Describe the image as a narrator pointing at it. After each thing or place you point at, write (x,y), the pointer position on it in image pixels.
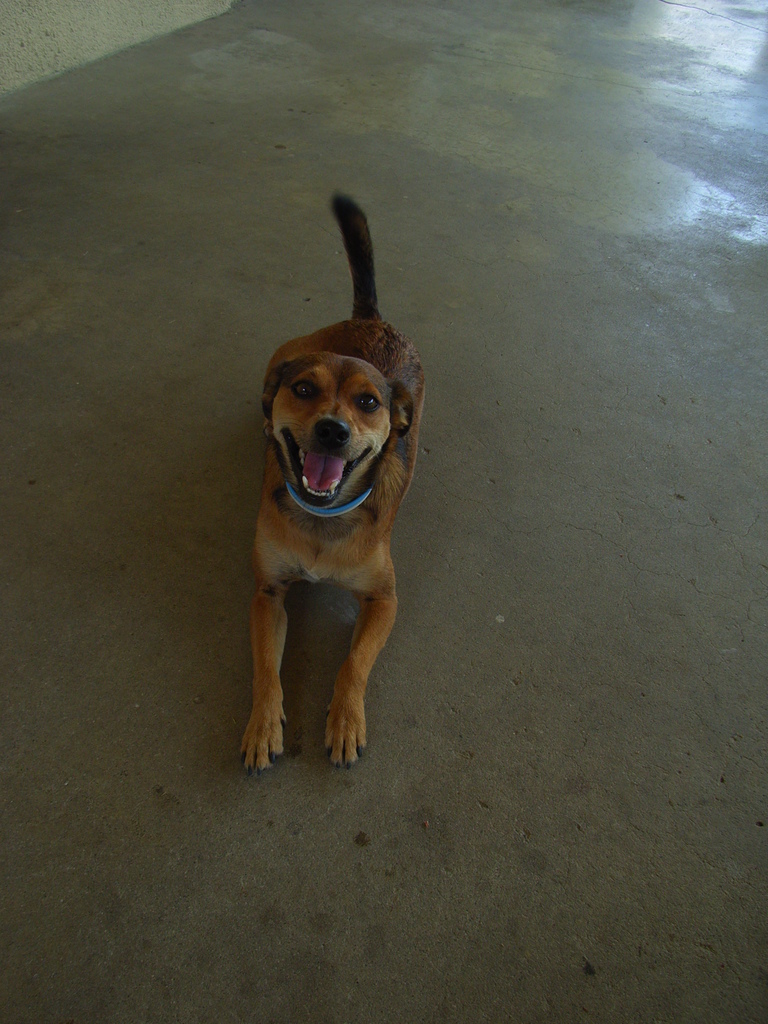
As we can see in the image there is a brown color dog (340,542).
